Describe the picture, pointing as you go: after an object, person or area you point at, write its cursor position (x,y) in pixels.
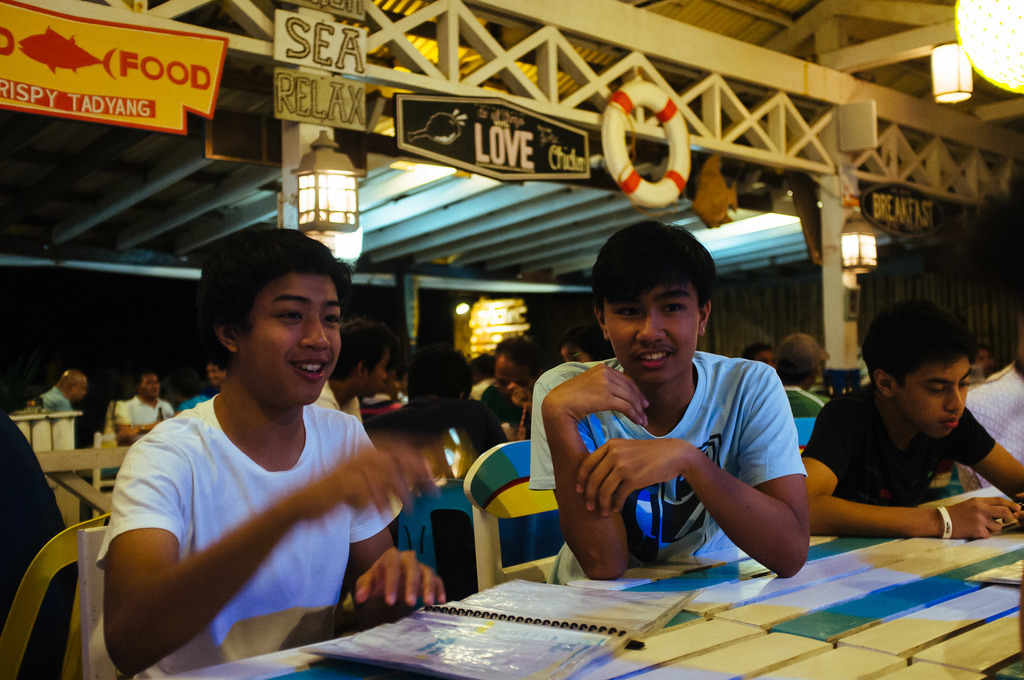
here we can see few persons (848,465) sitting on the chairs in front of a table (440,620) and on the table (577,625) we can see a spiral book (581,628). On the background (564,152) we can see tube (667,129), lanterns (350,185), boards (184,91).
